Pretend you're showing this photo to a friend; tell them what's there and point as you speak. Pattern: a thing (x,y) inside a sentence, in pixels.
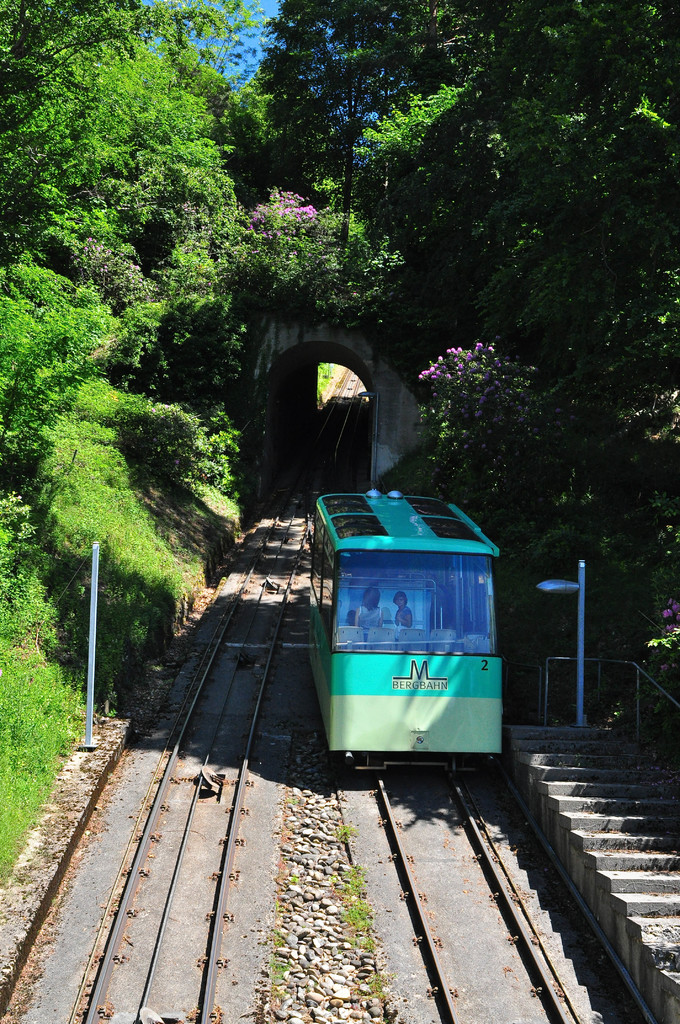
In this image we can see a locomotive (428,646) on the track (449,850) and some people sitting inside it. We can also see some stones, grass (47,733), the staircase (603,863), plants (631,724), a street pole (576,583), a pole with wires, an arch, a group of trees (522,558) and the sky (246,65).
